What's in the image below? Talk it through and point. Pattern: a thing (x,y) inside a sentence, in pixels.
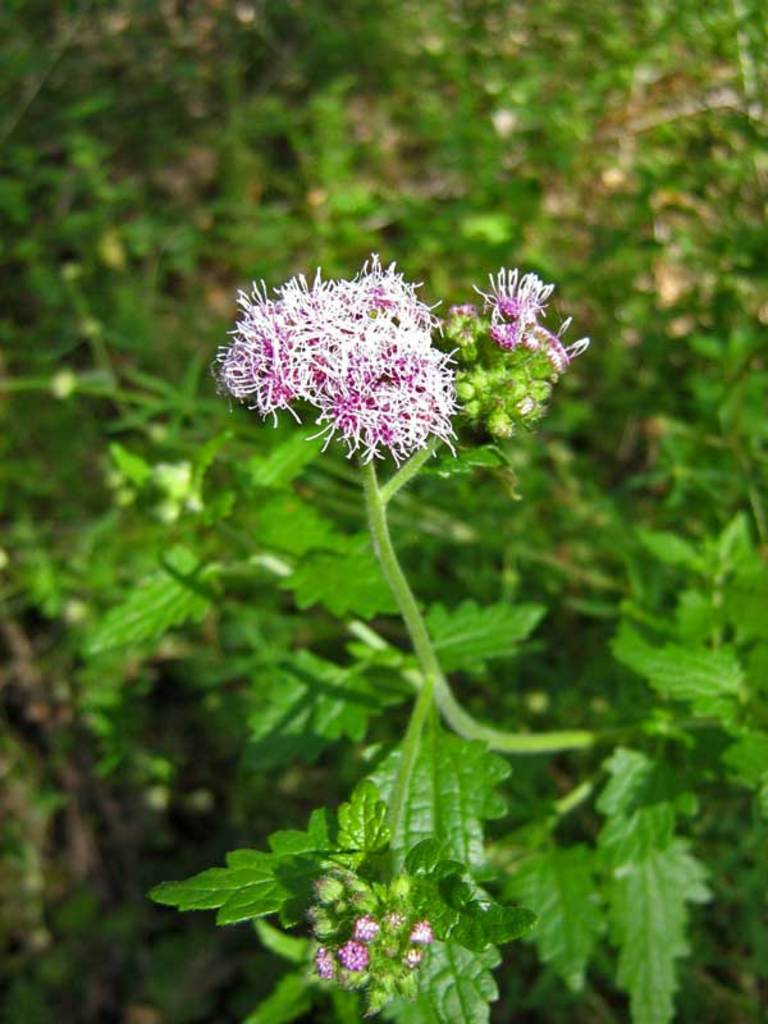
In this image I can see a flower (355,370). In the background (367,514), I can see the plants (387,664).
